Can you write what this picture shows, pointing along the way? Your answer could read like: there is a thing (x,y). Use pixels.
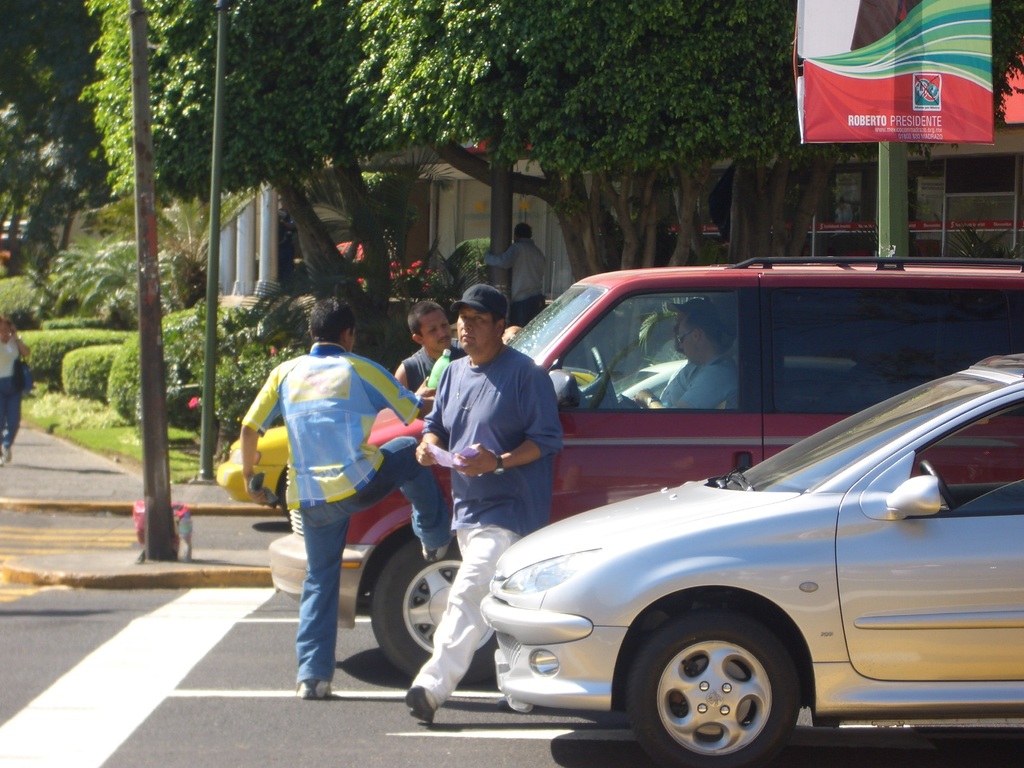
In this image i can see group of persons (552,431) standing and there are three vehicles (736,300) and at the background of the image (350,120) there are trees (376,177) and buildings (525,212).
